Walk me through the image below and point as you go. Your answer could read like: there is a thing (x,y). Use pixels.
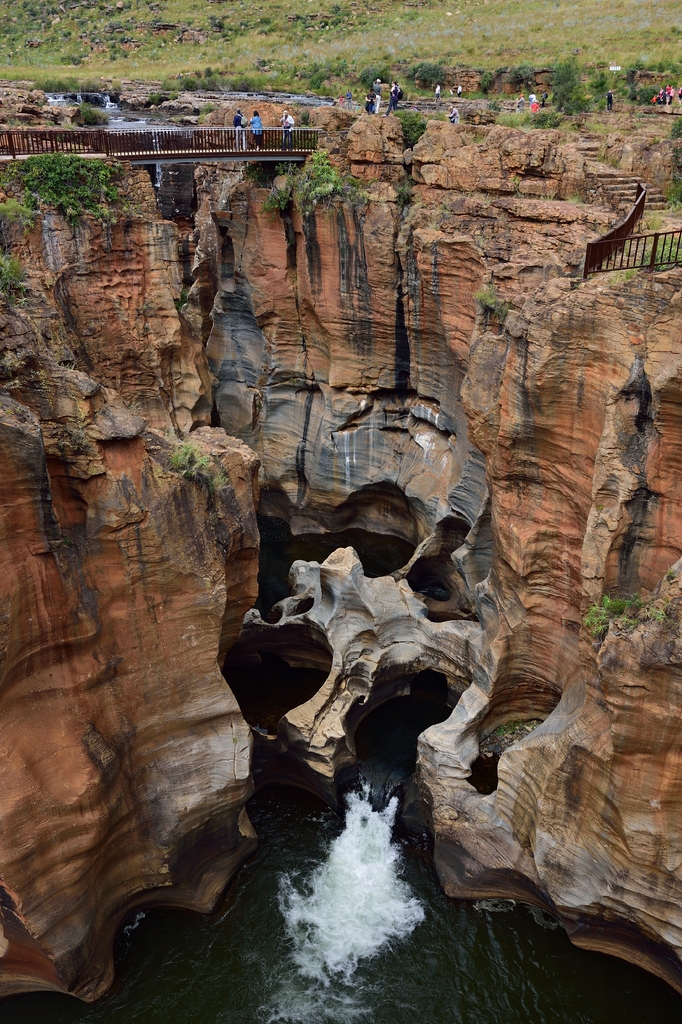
In this picture we can see the water (299,886), rocks (300,305), plants (68,199), fences (198,142), bridge (189,140), grass (307,17) and a group of people (258,122).
